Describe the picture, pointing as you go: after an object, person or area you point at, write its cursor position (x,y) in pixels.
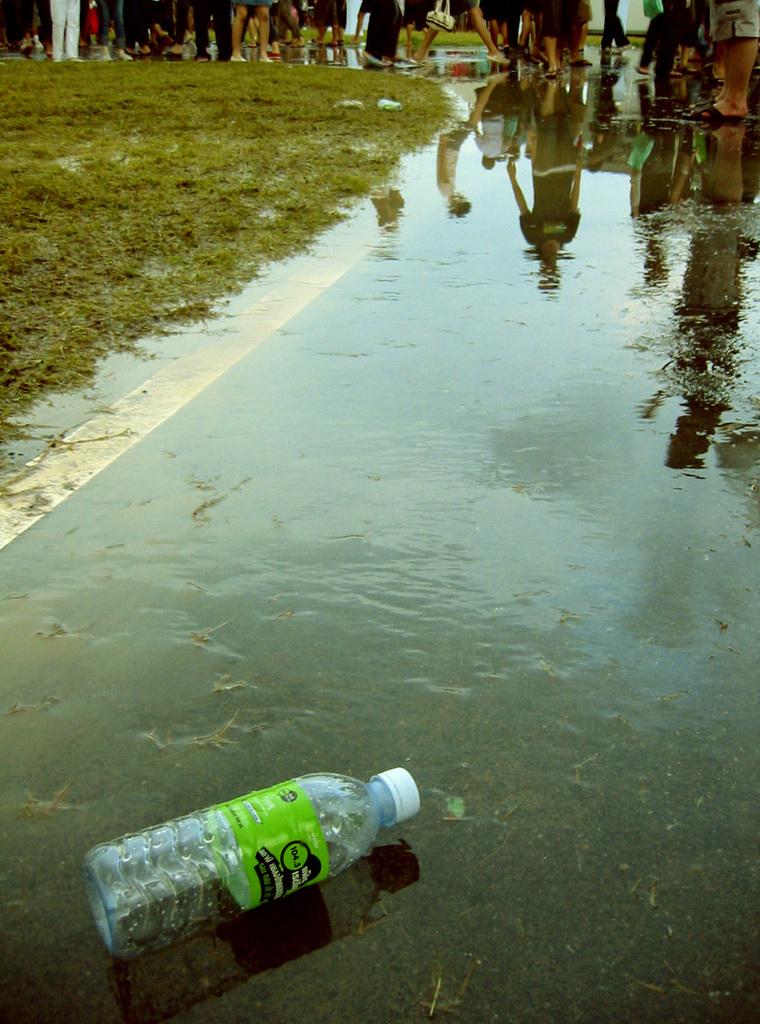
As we can see in the image there is a grass (165,200), few people (235,30) here and there, water (435,534) and bottle (256,864).
